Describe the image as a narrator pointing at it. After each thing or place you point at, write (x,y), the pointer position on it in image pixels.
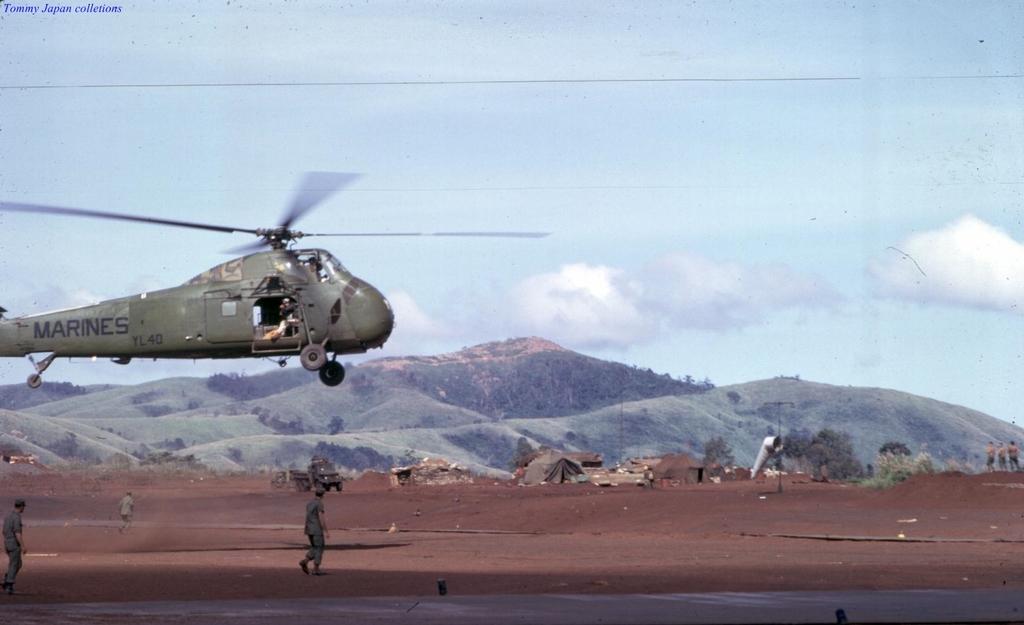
Here on the left (162,355) we can see a helicopter (150,300) flying. On the ground (205,541) there is a vehicle (316,485) and three men (14,536) walking on the ground (540,488) and there are houses (559,479). In the background (338,451) there are trees (472,391), mountains (410,405) and clouds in the sky (398,142). On the right (1013,457) there are three persons (990,468) standing on the ground (977,487).
